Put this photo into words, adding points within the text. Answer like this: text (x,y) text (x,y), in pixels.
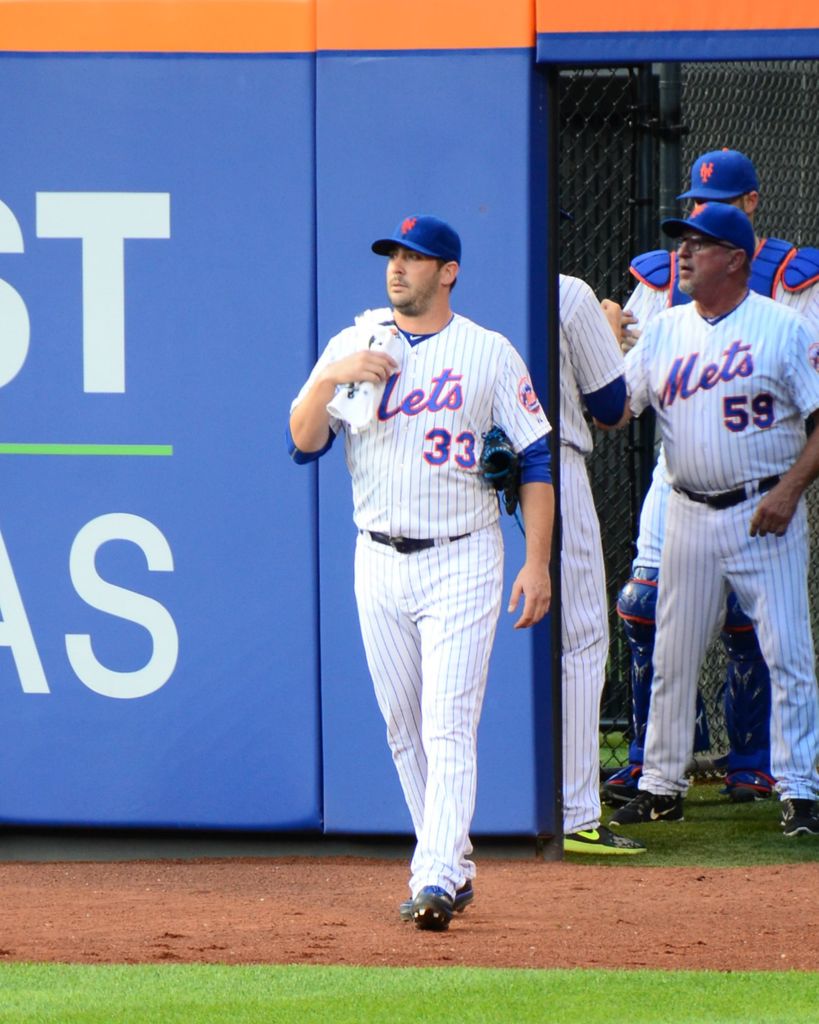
This picture might be taken inside a playground (287,999). In this image, in the middle (414,626), we can see a man (454,504) walking on the land (223,874). On the right side (801,770), we can see three men (789,357) are standing on the grass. In the background (176,211), we can see a hoarding (254,28), net fence (617,679). At the bottom (106,943), we can see a land (74,896) and a grass (232,971).
